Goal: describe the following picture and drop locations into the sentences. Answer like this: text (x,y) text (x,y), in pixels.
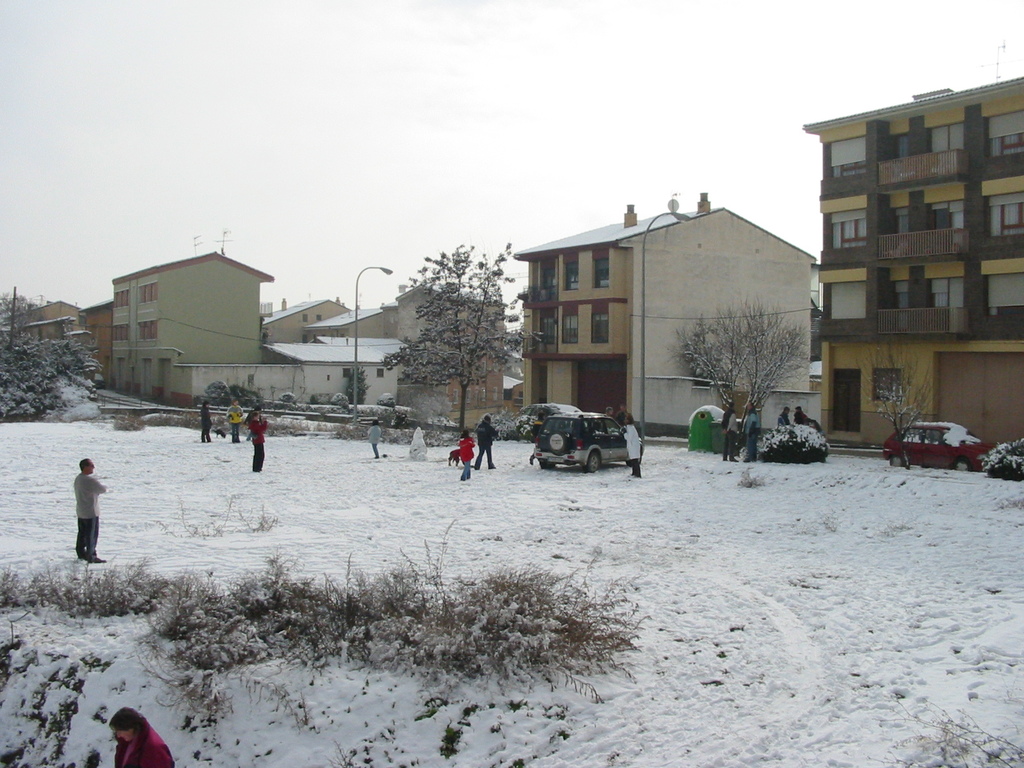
In this picture I can see snow (344,507), there are group of people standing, there are vehicles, there are poles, lights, there are plants (1013,731), trees (736,356), there are buildings (895,201), and in the background (581,81) there is the sky (280,67).
